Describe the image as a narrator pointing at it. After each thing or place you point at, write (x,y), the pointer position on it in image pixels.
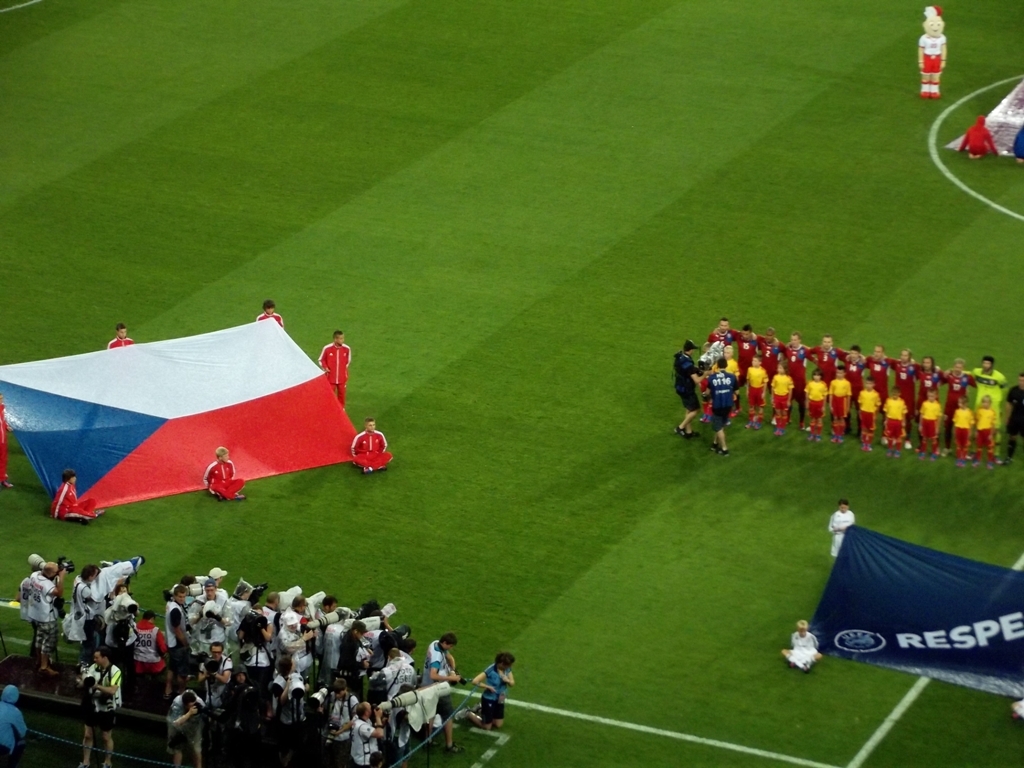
In this image we can see people (796,395) standing and some of them are sitting. We can see people (335,388) holding flags (900,577). At the bottom (252,686) there is crowd (295,696). On the right (935,51) there is a mascot (930,78).
